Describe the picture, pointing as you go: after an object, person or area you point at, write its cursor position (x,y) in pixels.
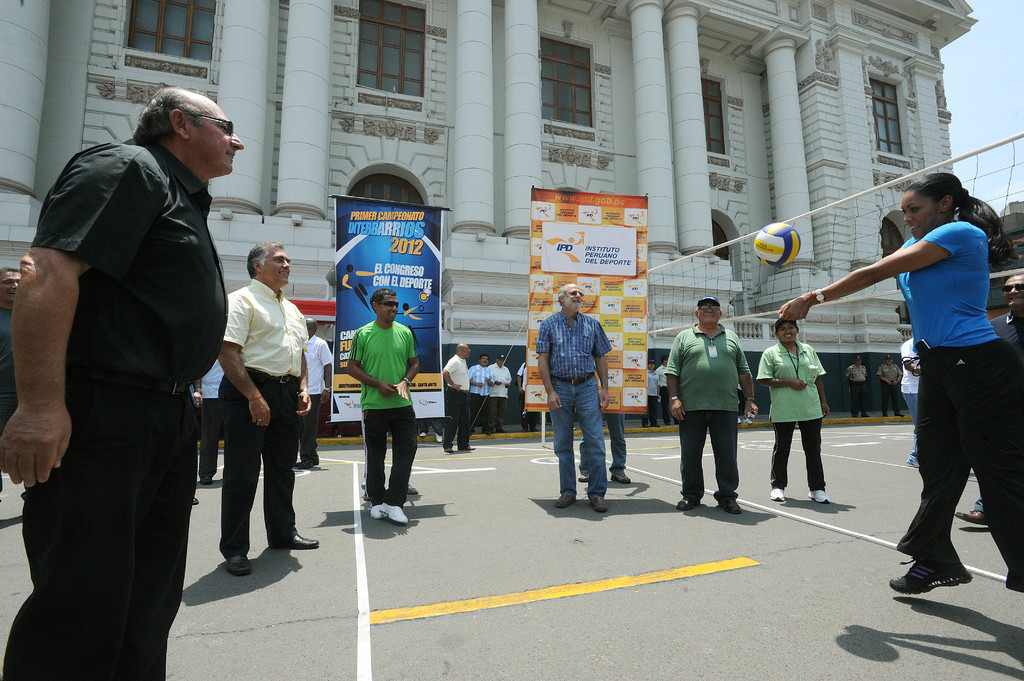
This picture is clicked outside. In the center (487,362) we can see the group of persons (494,393) standing on the ground (602,531). On the right corner (969,328) we can see a woman (936,250) wearing blue color t-shirt (941,293), hitting the ball (780,258) and jumping in the air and we can see a ball (778,240) is in the air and we can see the net (723,277) and the banners (400,232) on which we can see the text (561,246). In the background (762,64) we can see the sky (962,64) and the building (612,114) and we can see the windows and the pillars (308,10) of the building (732,119).
